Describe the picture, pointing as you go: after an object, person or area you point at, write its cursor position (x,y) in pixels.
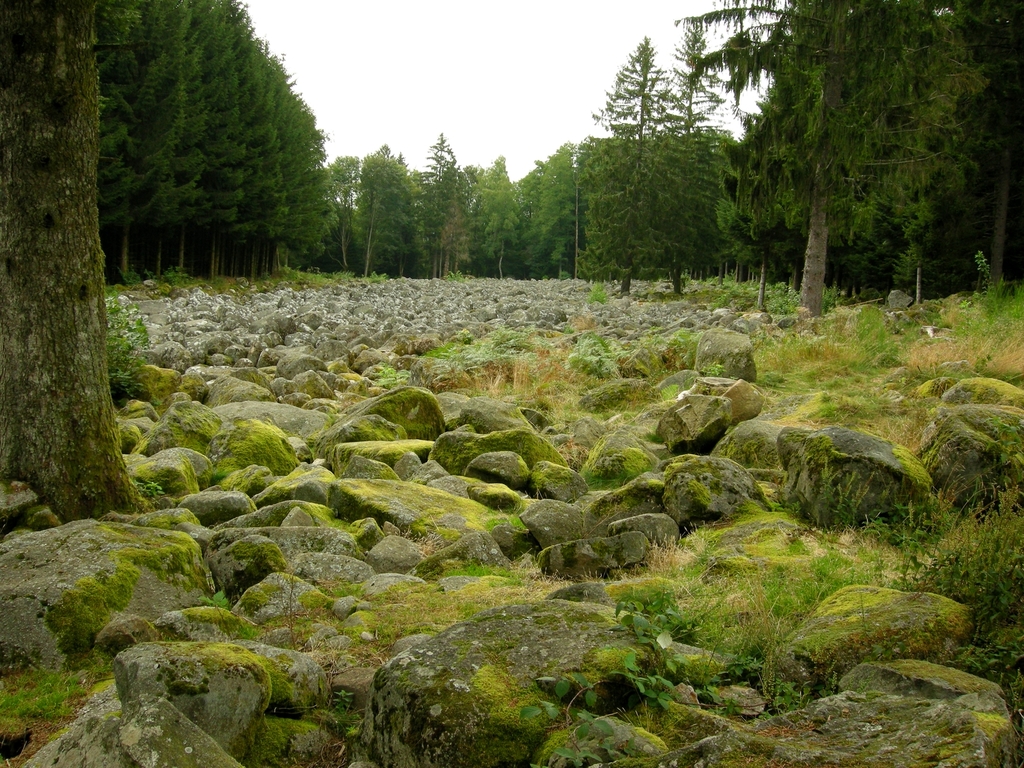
At the bottom (321,512), we see stones (350,428) or the rocks (615,657) which are covered with the green algae (505,719). On the left side (20,349), we see the stem (86,352) of the tree (72,381). In the middle (515,319), we see the stones (431,319) or rocks (468,320). There are trees (541,243) in the background (602,236). At the top (350,70), we see the sky (539,108).
